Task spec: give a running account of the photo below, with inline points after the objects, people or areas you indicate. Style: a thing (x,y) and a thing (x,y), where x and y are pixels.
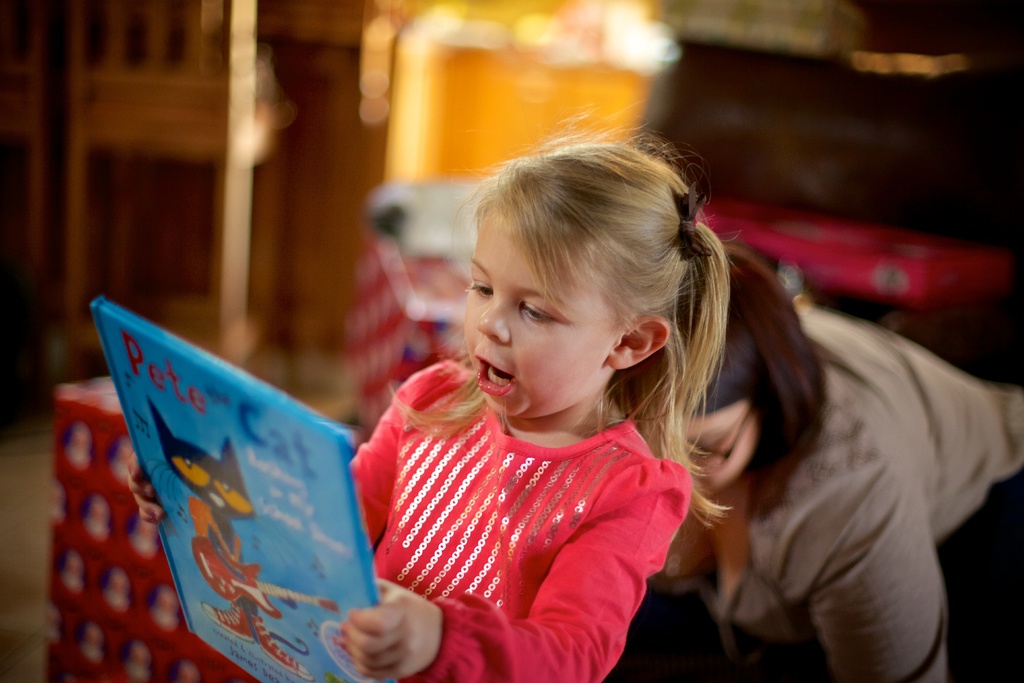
In this picture we can see a little girl (476,638) holding a blue book (236,495). In the background (825,525), we can see a woman (759,374).
